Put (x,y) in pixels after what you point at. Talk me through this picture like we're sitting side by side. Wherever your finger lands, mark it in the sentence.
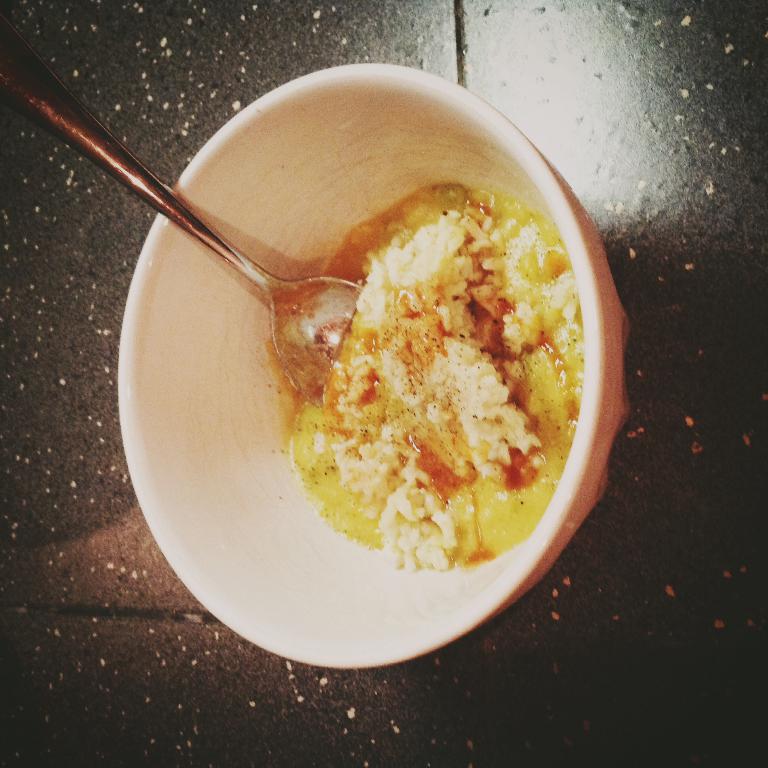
In this picture there is food (391,390) and spoon (342,350) in the bowl (359,660). At the bottom (362,679) it looks like a table (655,92).
